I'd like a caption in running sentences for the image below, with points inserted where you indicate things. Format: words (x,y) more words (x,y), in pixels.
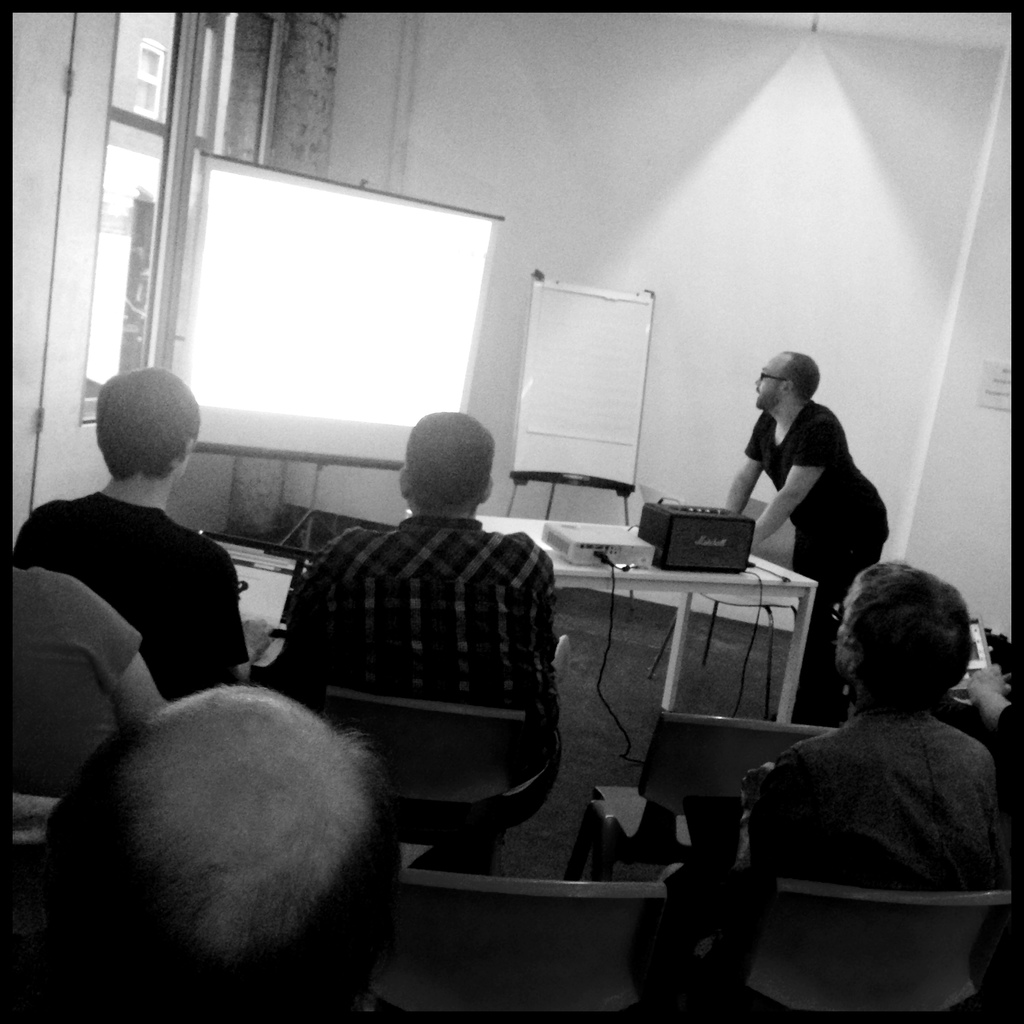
In this image we can see a group of people (141,677) are sitting on the chairs (456,746), in front a man (822,480) is standing, there is the table (646,585), and some objects (579,538) on it, here are the wires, there is the projector screen (212,212), beside here is the board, there is the wall (369,50).
